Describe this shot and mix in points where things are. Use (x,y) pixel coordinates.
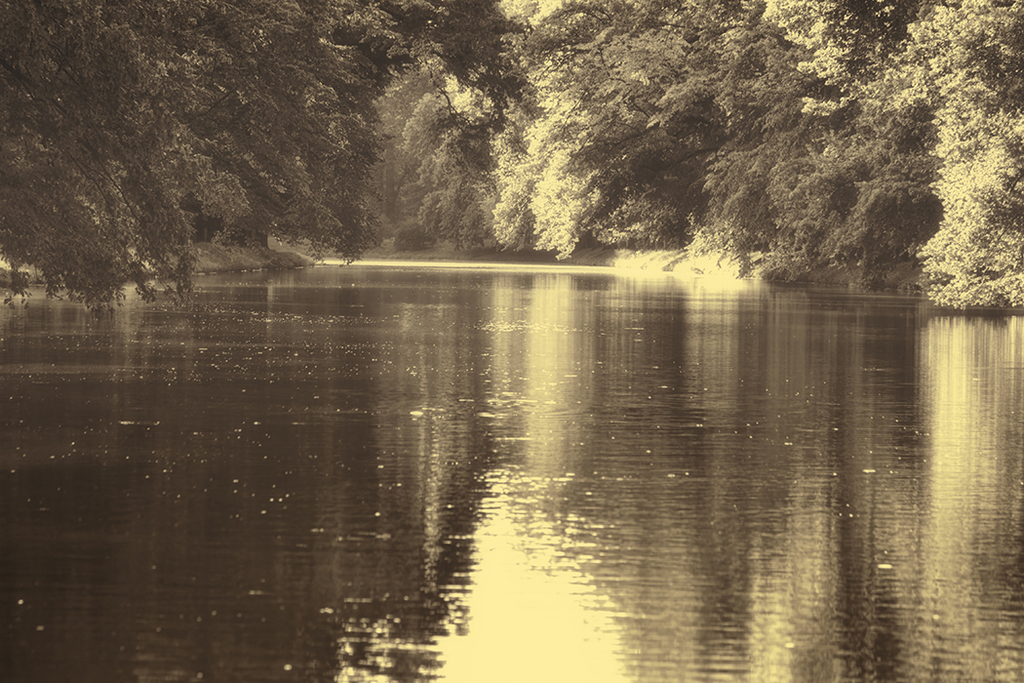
In this image there is some water (473,463) at the bottom (443,529). There are tree (262,107) on either side of the water (391,473). It seems like a vintage photo.
